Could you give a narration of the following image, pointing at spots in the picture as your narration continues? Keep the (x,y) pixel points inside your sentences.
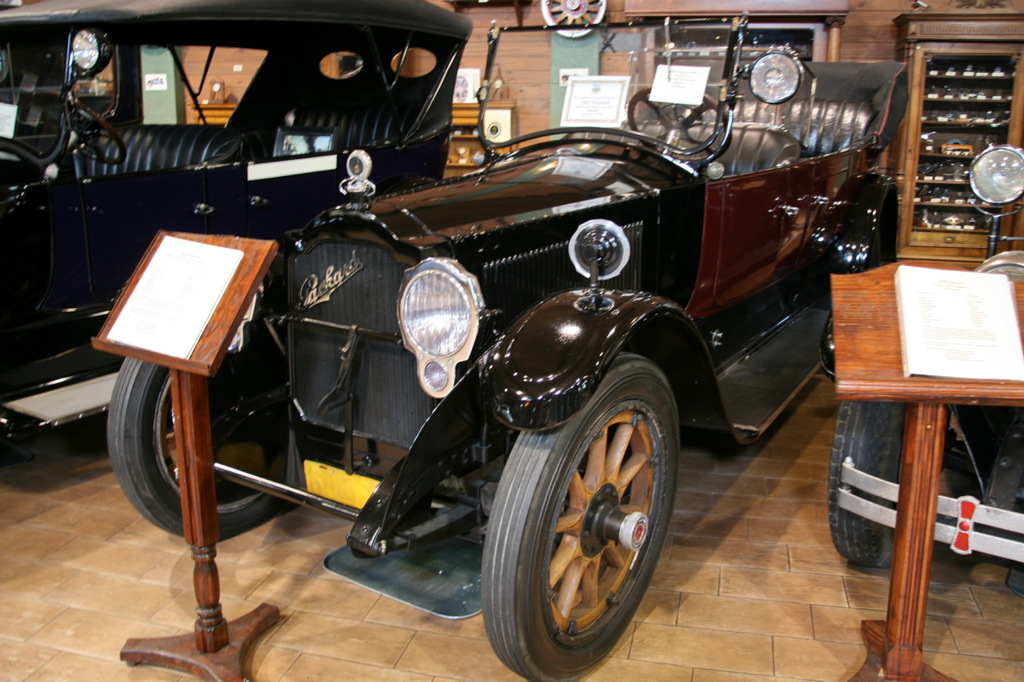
This is a display of the old vintage cars (483,299). Here, there is a stand (212,339) in front (178,278) of the car (763,202), which explains about the car (481,112). In the background (497,81) there is a wall (513,71) and some cupboards (923,102).
